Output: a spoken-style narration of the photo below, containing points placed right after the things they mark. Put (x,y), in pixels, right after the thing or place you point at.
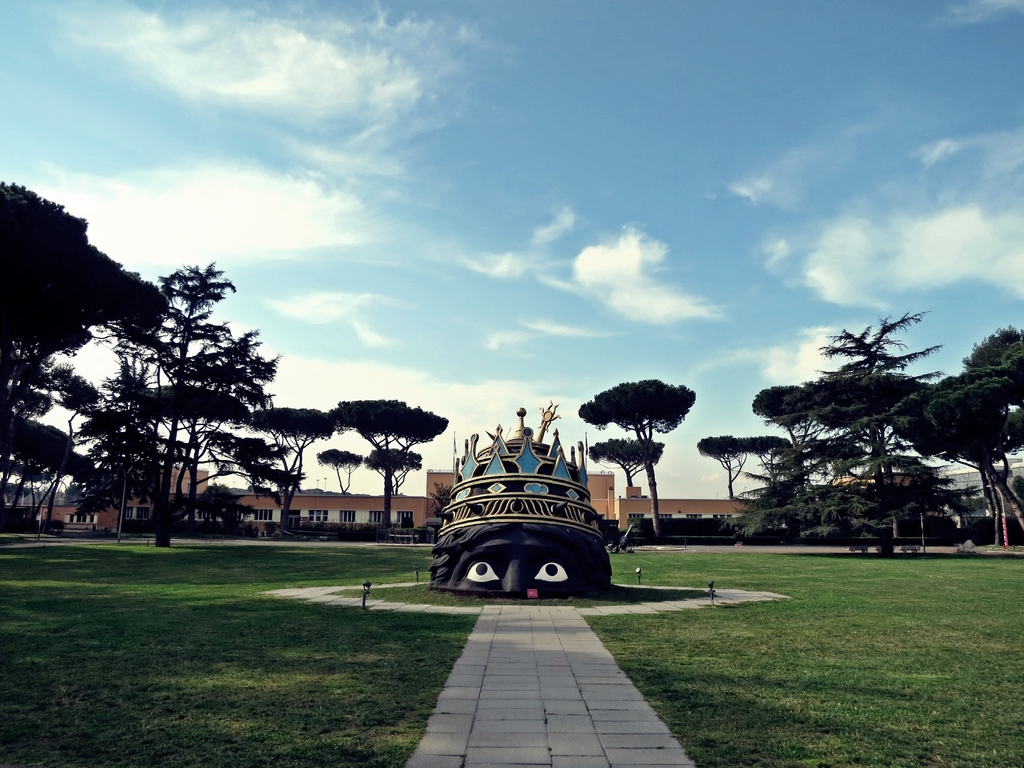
In the center of the image (461,497) there is a structure (558,567), behind the structure (490,556), there are trees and buildings (172,491), at the top of the image (430,153) there are clouds (560,231) in the sky (579,269).
